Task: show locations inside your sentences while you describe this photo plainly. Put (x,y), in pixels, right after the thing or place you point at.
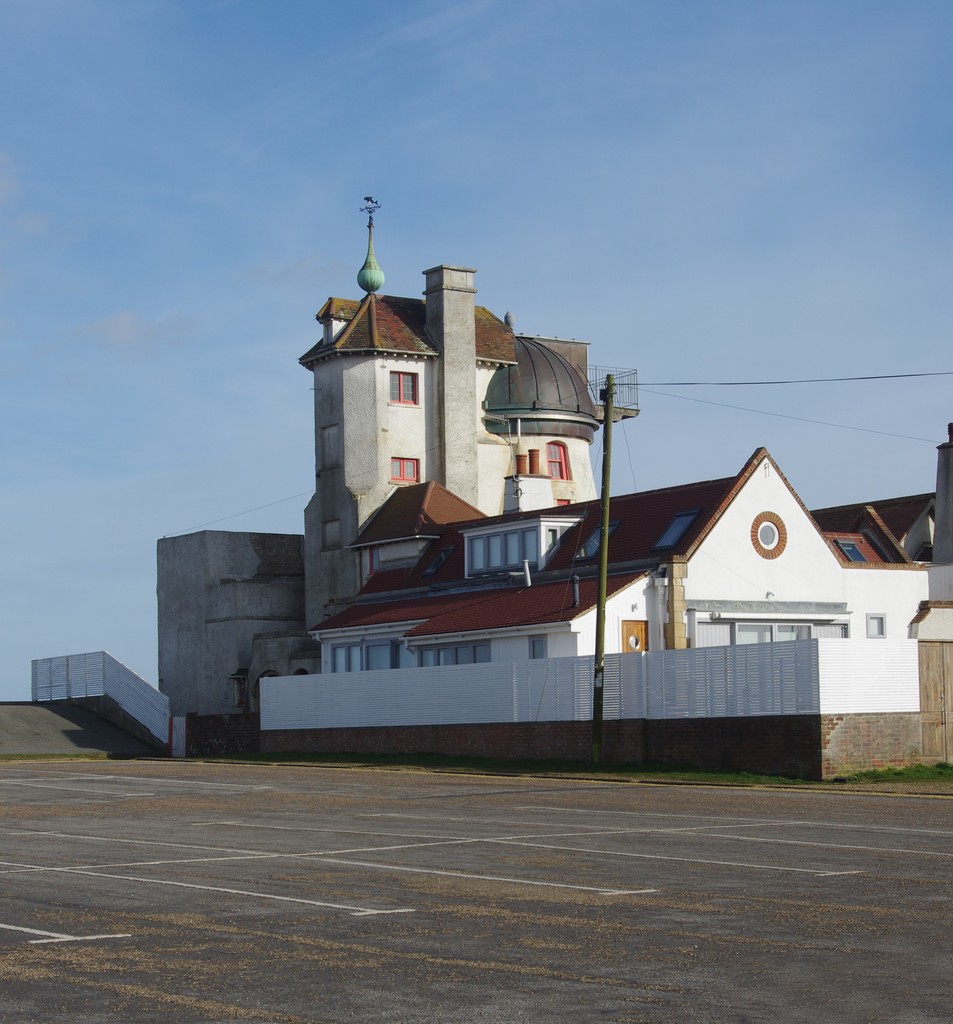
In this image I can see the road (405,889), a metal pole (602,688), few wires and the building (550,368) which is white, brown and orange in color. In the background (713,219) I can see the sky (617,194).
